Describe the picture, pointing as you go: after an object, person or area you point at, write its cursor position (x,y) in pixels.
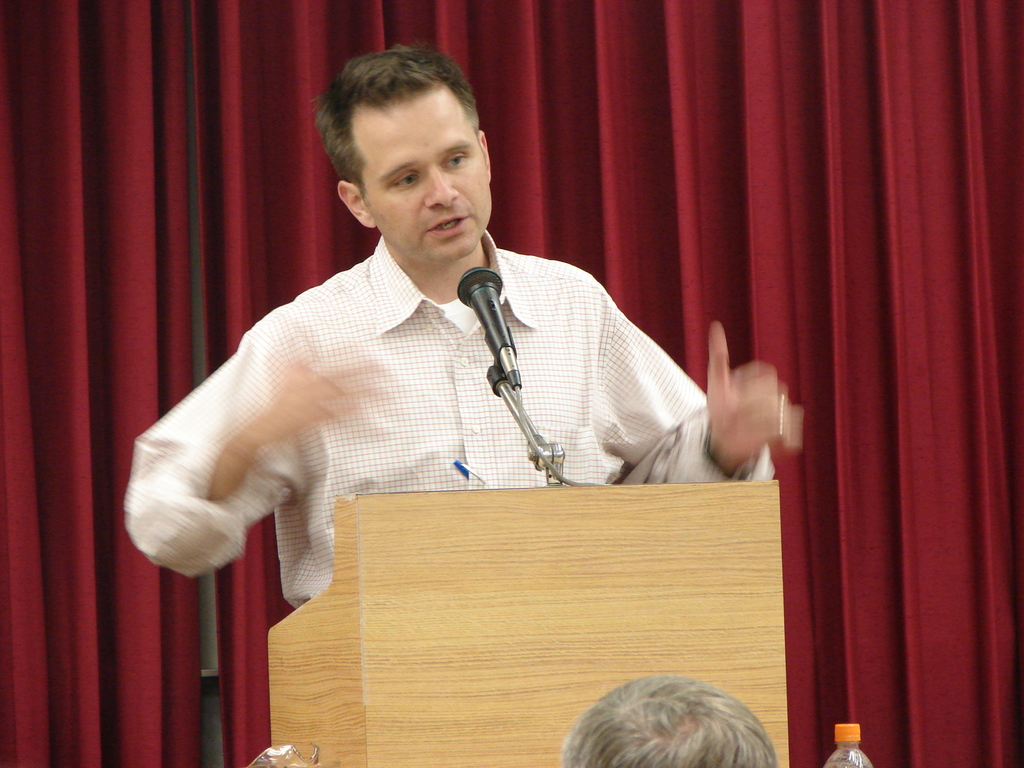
In this picture we can see a man (545,354), standing at the speech desk (578,643) and giving a speech. Behind there is a red curtain (664,154).
